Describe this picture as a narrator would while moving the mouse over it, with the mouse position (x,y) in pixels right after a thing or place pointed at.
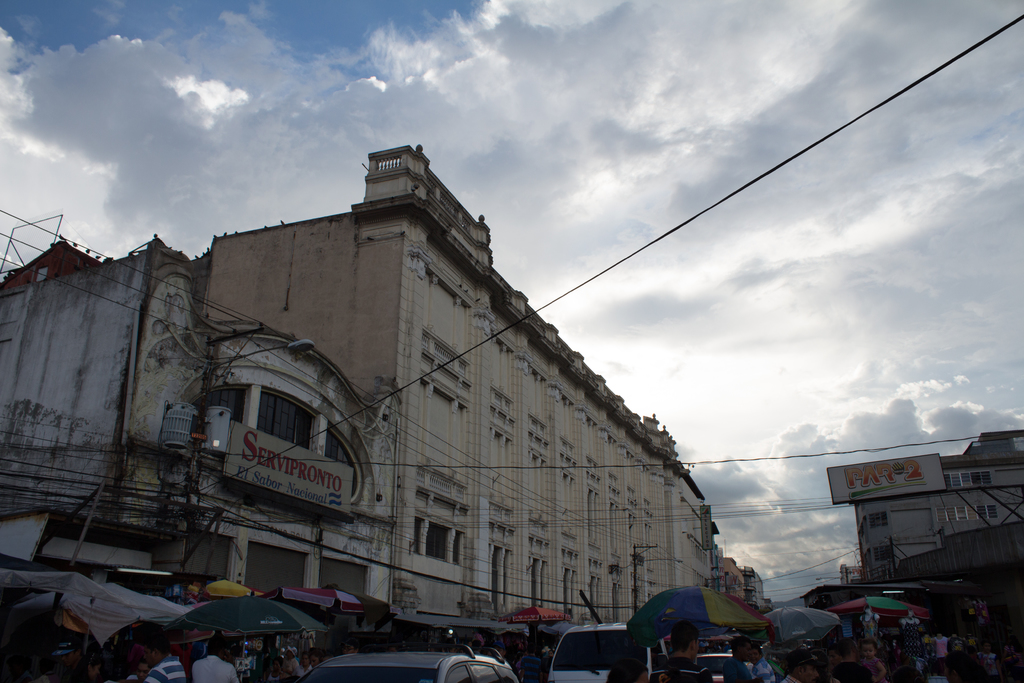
In this picture I can see buildings (461,460) and sky (576,228). I can also see umbrellas (251,624), people (206,650), vehicles (517,677) and poles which has wires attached to it.
